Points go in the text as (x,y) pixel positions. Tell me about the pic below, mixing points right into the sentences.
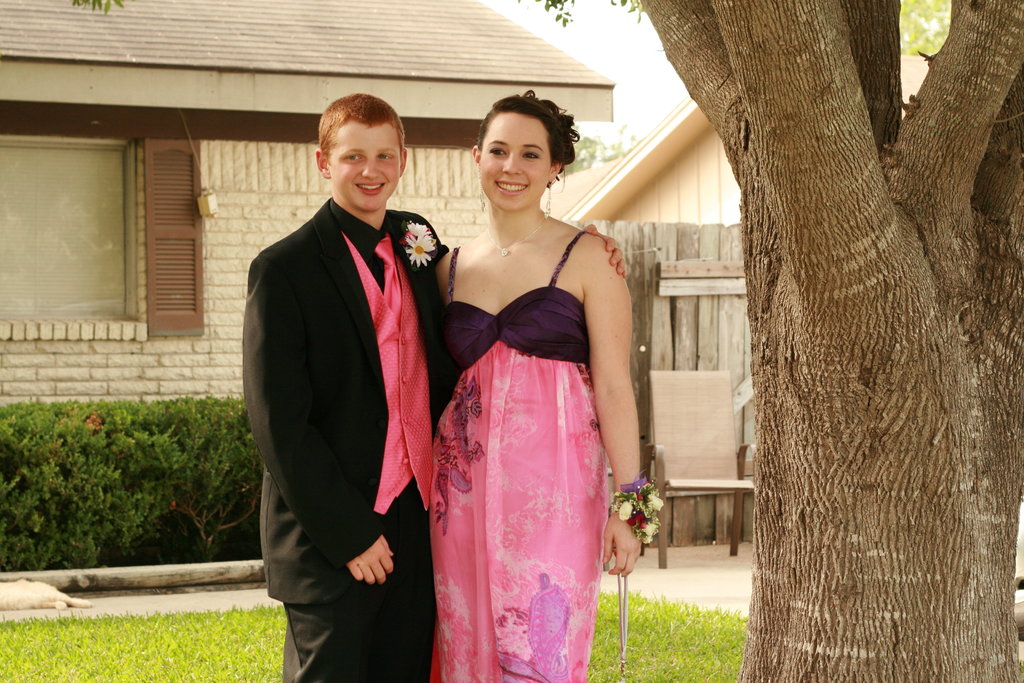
In the center of the image (558,378) there are two persons (360,552). In the background of the image (56,30) there are houses (233,340), plants (192,449). At the bottom of the image (168,635) there is grass (261,646). To the right side of the image (850,598) there is a tree (879,258).
